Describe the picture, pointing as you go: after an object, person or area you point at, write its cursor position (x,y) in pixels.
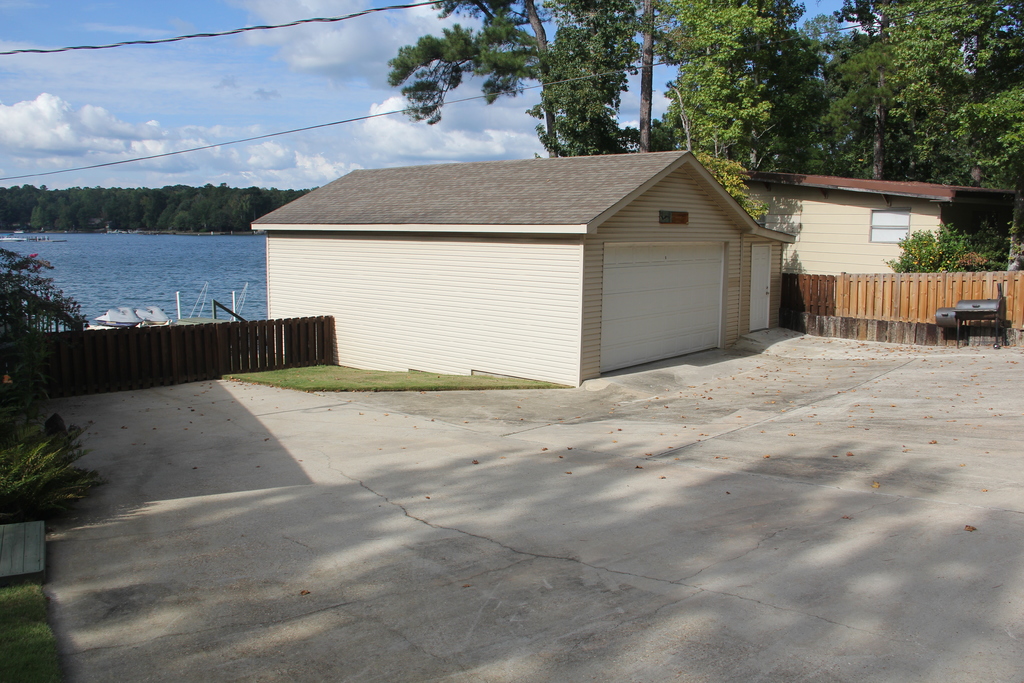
In this image I can see the houses (677,263). To the side of the house (671,306) I can see the fence (195,366) and many trees (953,160). In the background (146,315) I can see some boats (134,320) on the blue color water (102,270). In the background (23,213) there are many trees (119,200), clouds (4,122) and the blue sky (207,71).
